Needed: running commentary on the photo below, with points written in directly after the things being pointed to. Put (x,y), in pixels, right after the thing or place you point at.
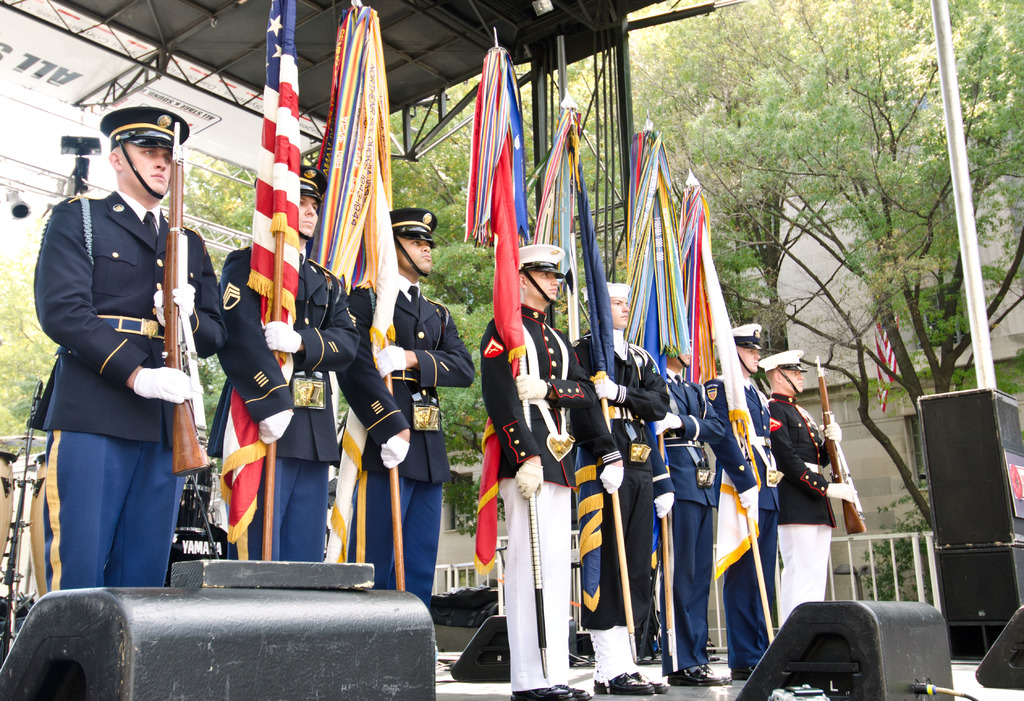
In this image there are people (533,361) holding the flags (389,273) and guns (171,328). In front of them there are some objects (809,660). Behind them there are musical instruments (204,550). In the background of the image (885,536) there is a metal fence (849,561). There are buildings (878,524), trees (958,65). At the top of the image (477,23) there are metal rods (517,34).
